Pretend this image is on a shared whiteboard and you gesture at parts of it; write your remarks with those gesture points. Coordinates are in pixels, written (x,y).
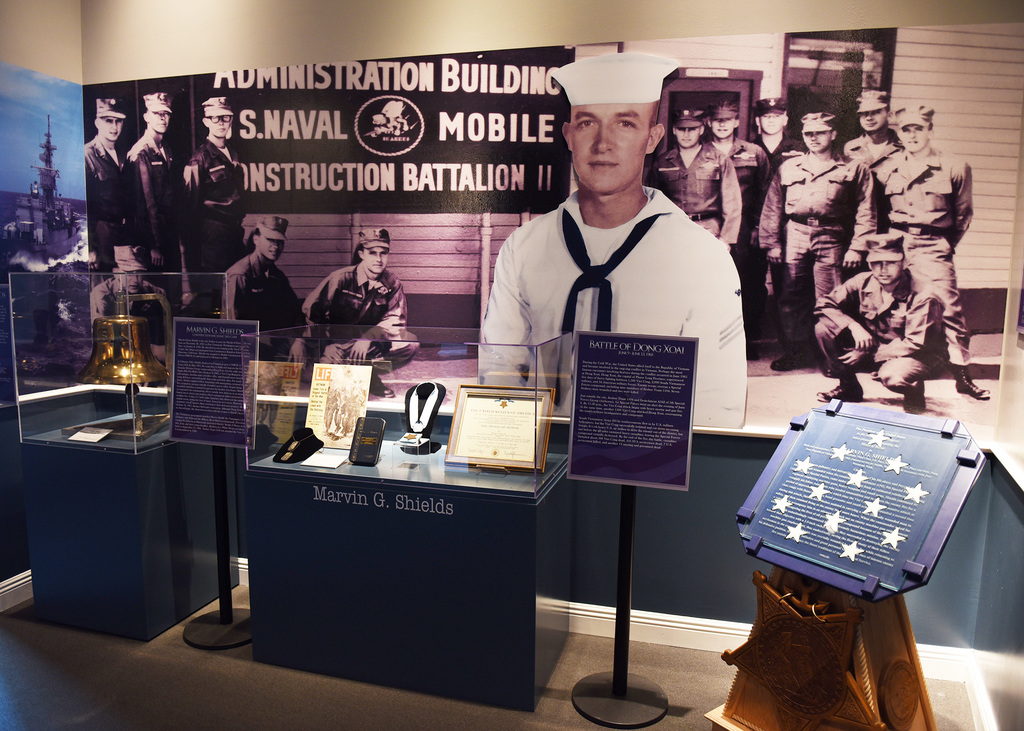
In the center of the image (530,468) we can see a memento (520,435), picture (352,386), some objects (374,420) placed on the table (440,517), we can also see some boards (632,421) with some text (632,378) placed on stands (775,587). On the left side of the image (140,337) we can see a bell (140,337) placed inside a glass box (138,305). In the background (146,303), we can see a picture (200,305) with a group of people (598,255) standing, building (946,68) with doors (877,57), a ship (66,213) and the sky (67,115).
